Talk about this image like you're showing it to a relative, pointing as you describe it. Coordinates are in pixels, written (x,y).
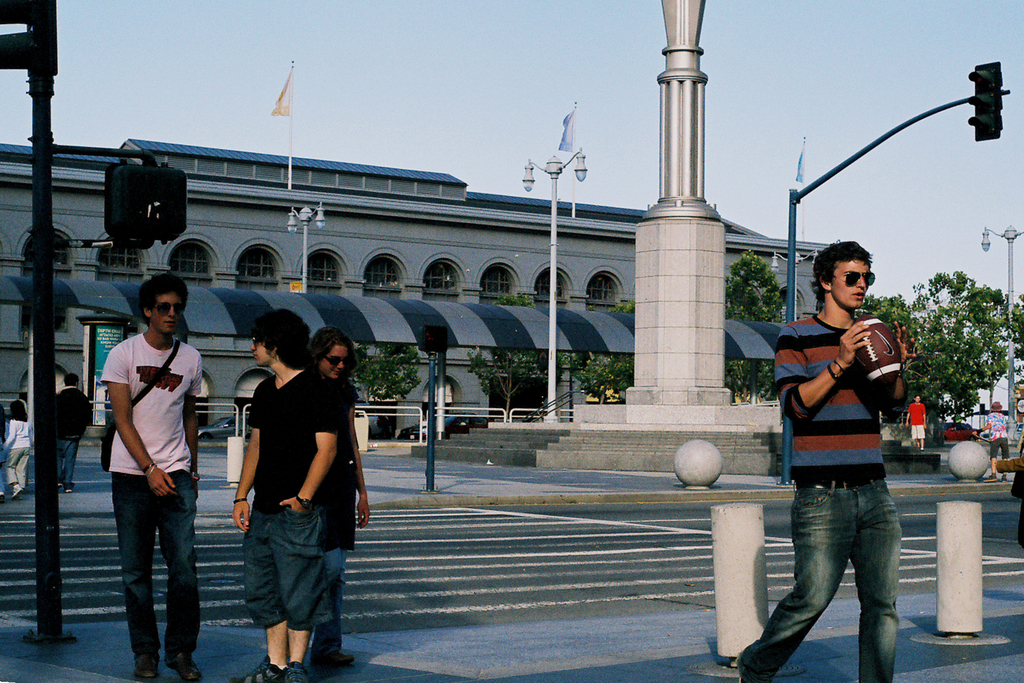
In this image there are group of people (124,472) walking, and in the background (187,255) there are buildings (505,294), poles (50,419), lights (113,188), trees (980,400) and some people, railing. And in the center (670,353) there is one tower (678,221), and also we could see some poles (305,237), flags (289,105), and at the bottom (494,573) there is road (925,584).
